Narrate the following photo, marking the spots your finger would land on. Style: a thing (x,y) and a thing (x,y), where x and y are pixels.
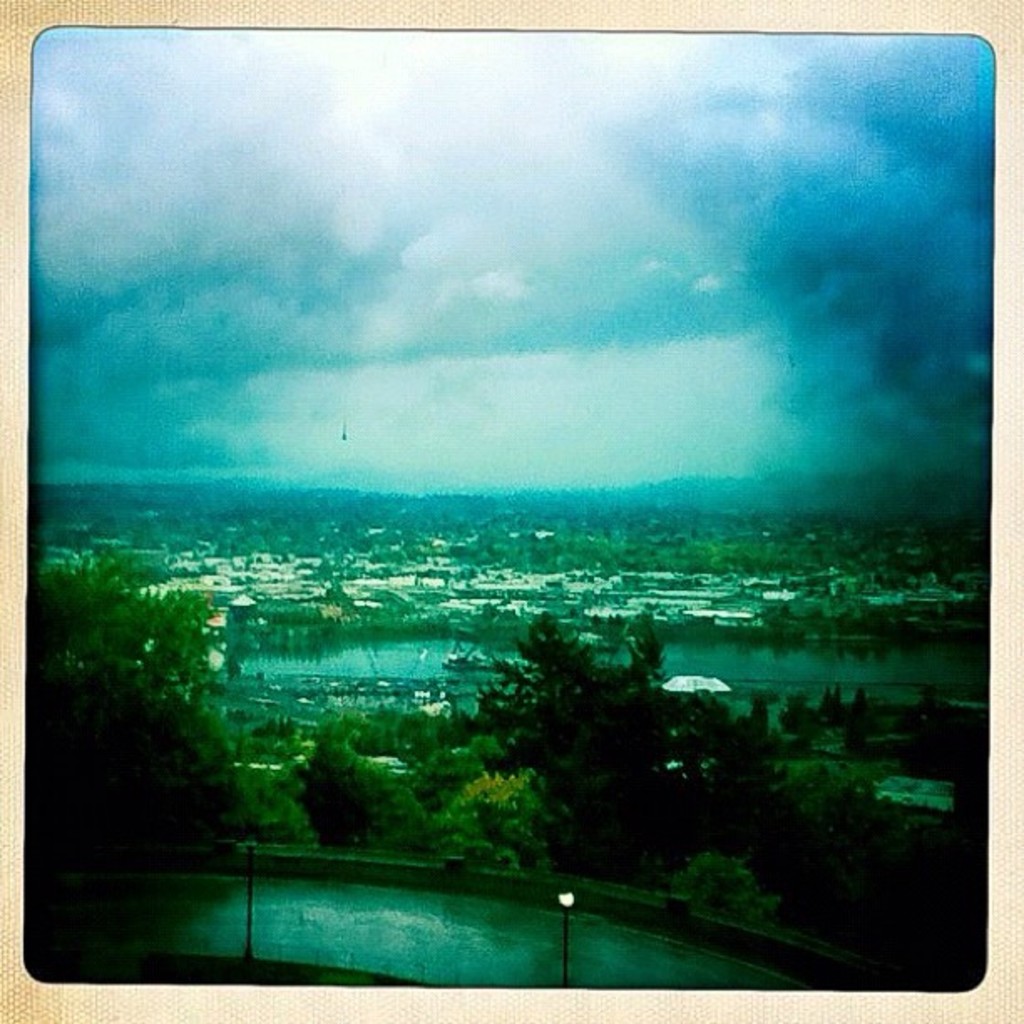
This is an edited image with the borders (946,17). In the foreground (565,926) we can see the poles (570,909), trees (810,851), plants (825,798). In the center (599,652) there is a water body (322,669) and we can see the buildings (561,575). In the background (494,240) there is a sky (424,174) which is full of clouds (561,368).
